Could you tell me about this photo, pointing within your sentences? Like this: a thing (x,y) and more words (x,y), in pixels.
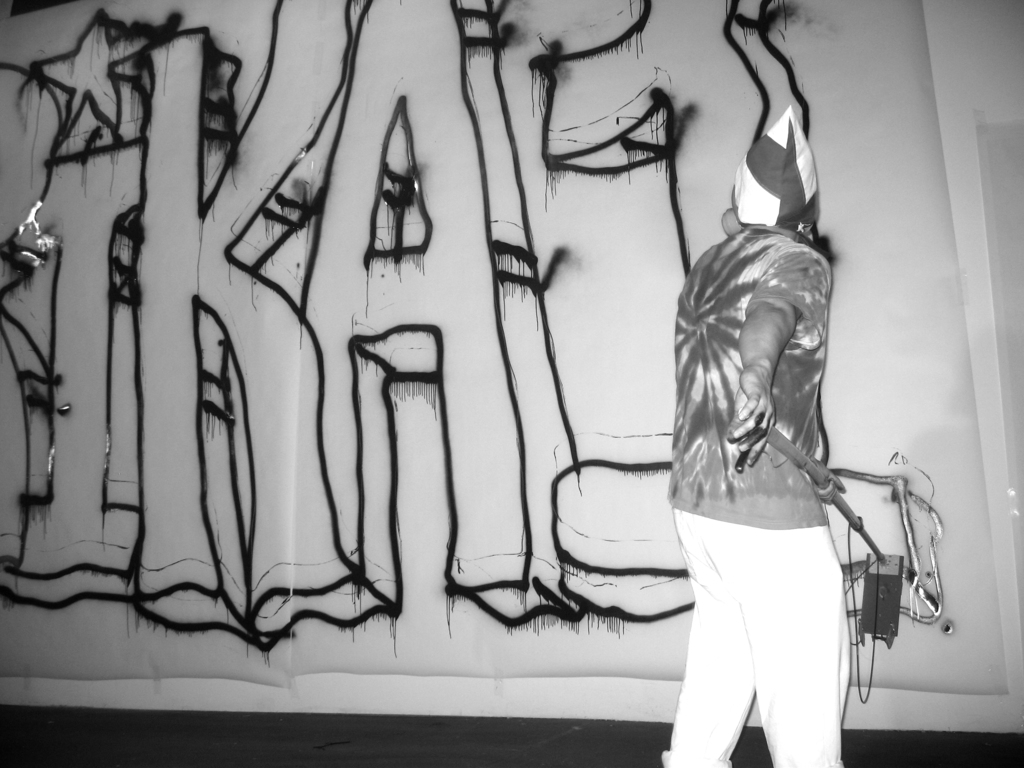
In this image I can see a person (784,429) standing and holding something. I can see a wall (270,186) and something is written on it. The image is in black and white.
